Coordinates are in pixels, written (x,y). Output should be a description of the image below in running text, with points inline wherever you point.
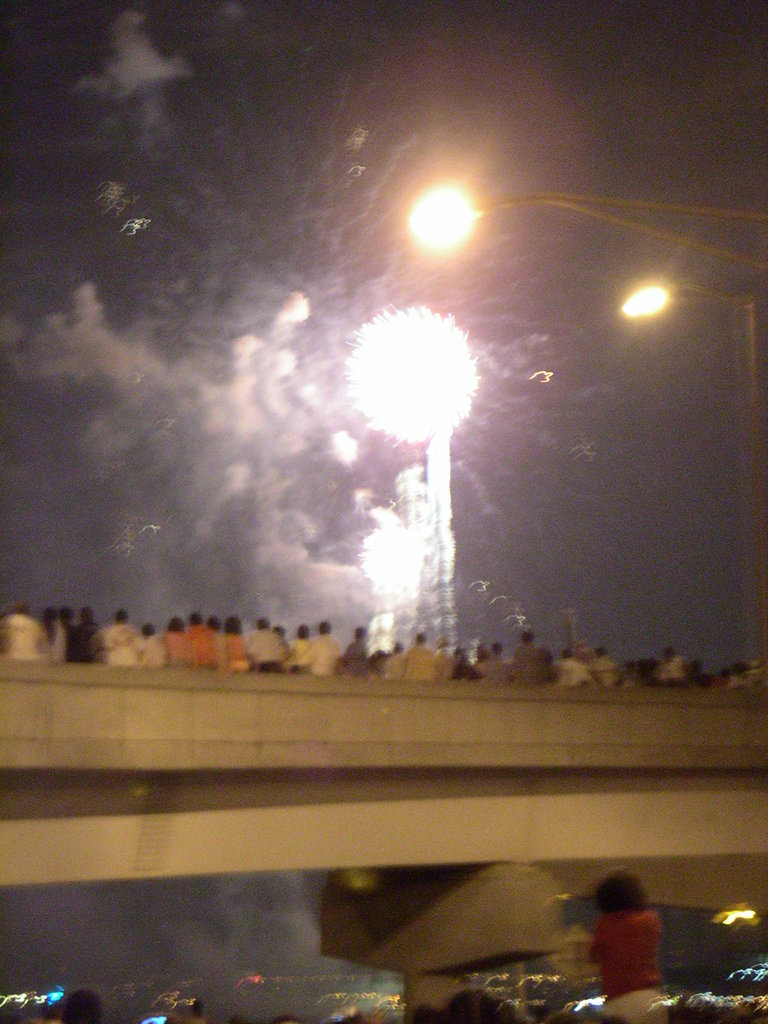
In this image we can see persons (303,649) standing on the bridge (352,738), fireworks (397,360) in the sky (245,161), street poles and street lights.
